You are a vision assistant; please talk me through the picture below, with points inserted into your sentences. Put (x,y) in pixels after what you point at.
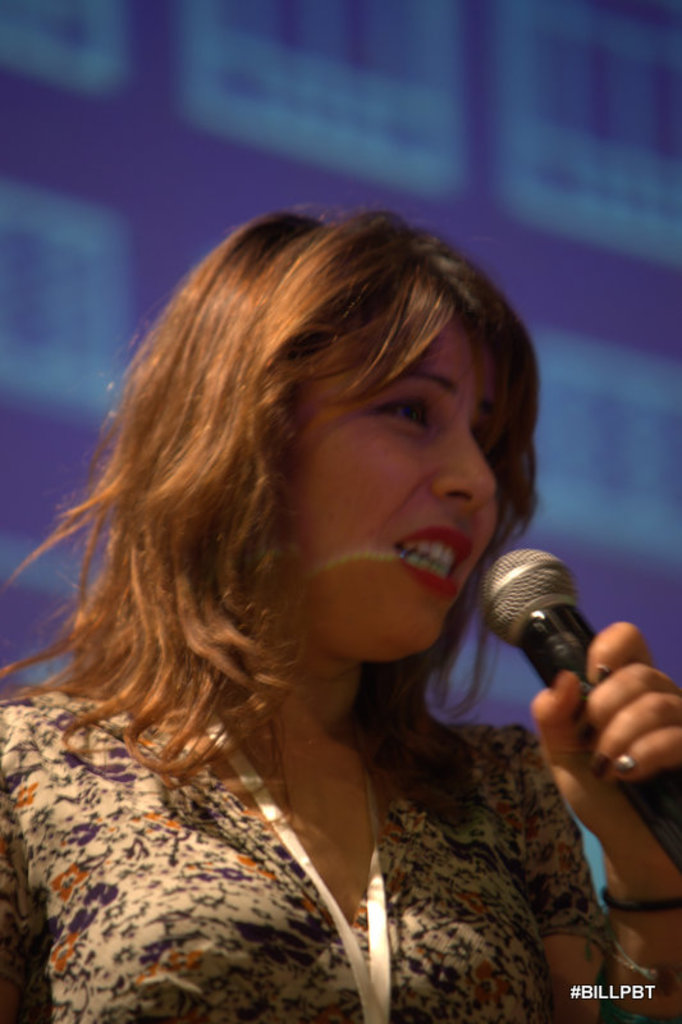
A lady (293,818) with floral dress (137,928) is standing and holding a mic (553,651) her hand (616,690). she is speaking. In the background (492,154) there is a blue color screen (259,178).
